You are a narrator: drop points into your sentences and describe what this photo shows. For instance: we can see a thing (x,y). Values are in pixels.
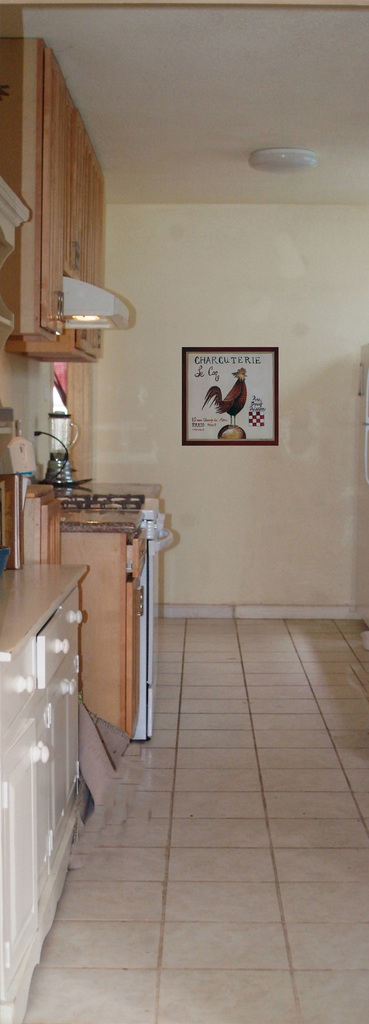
This is inside view of a room (268,946). On the left side (22,555) we can see cupboards (71,198), drawer (23,651), chimney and objects (12,519). In the background (273,284) we can see frame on the wall (276,301) and light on the ceiling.
